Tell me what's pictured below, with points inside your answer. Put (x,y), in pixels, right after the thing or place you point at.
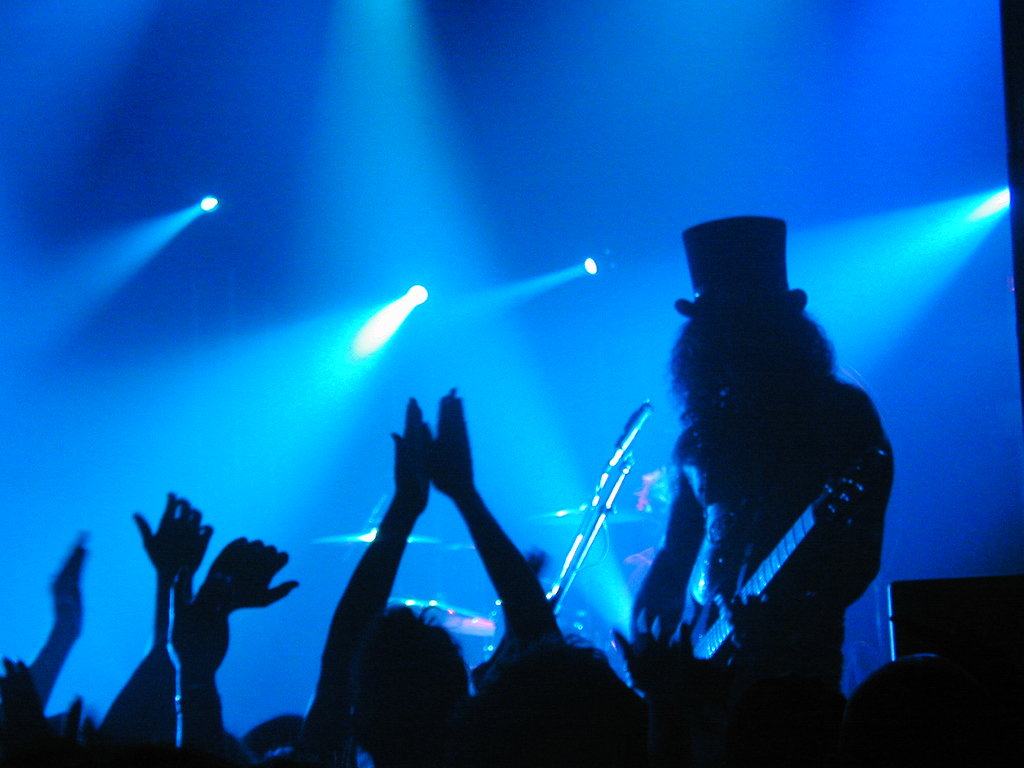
In this picture I can see group of people (413,752), there is a person (796,479) standing and holding a guitar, there is a mike stand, there are cymbals (367,541) to the cymbal stands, and in the background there are focus lights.
